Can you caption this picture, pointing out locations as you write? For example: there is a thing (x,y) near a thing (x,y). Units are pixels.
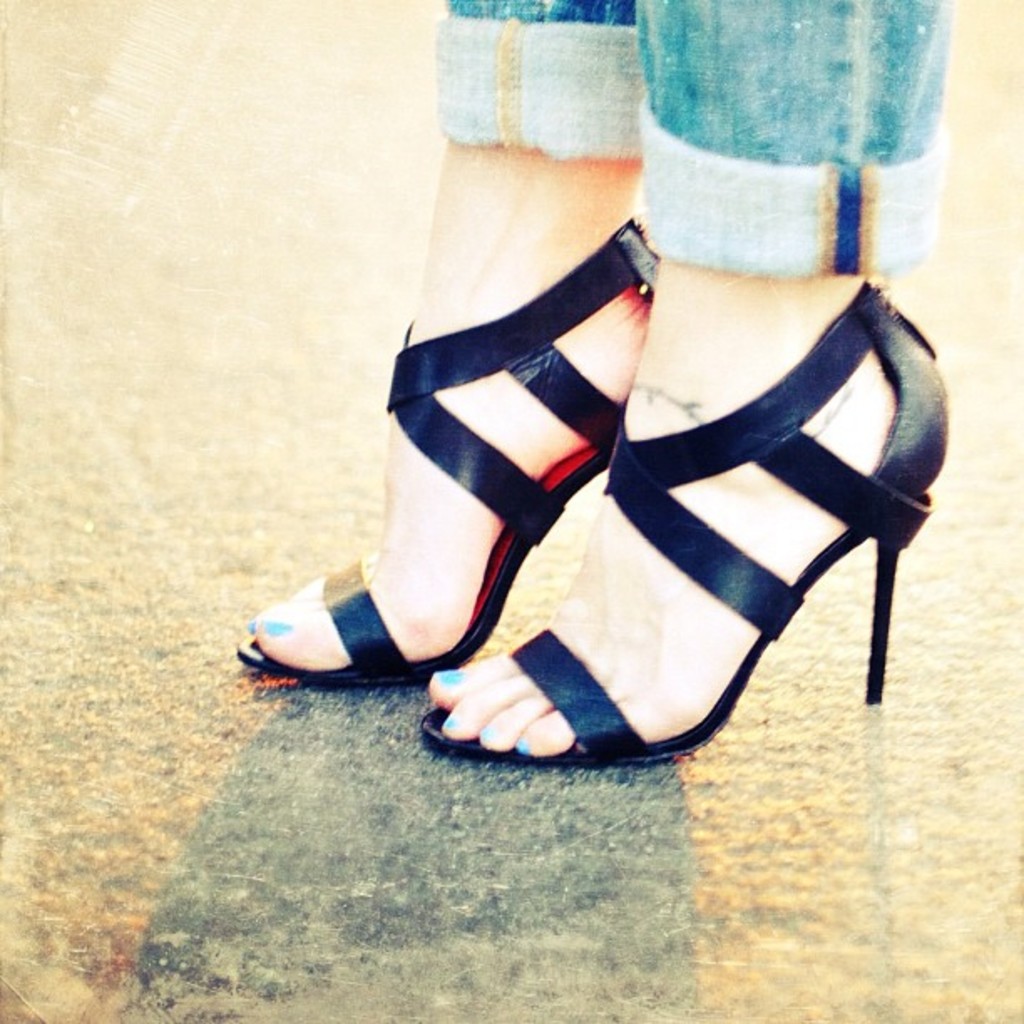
In the center of the image (678,532) we can see a lady (470,539) is wearing heels (651,537). In the background of the image (344,372) we can see the floor (53,649).
